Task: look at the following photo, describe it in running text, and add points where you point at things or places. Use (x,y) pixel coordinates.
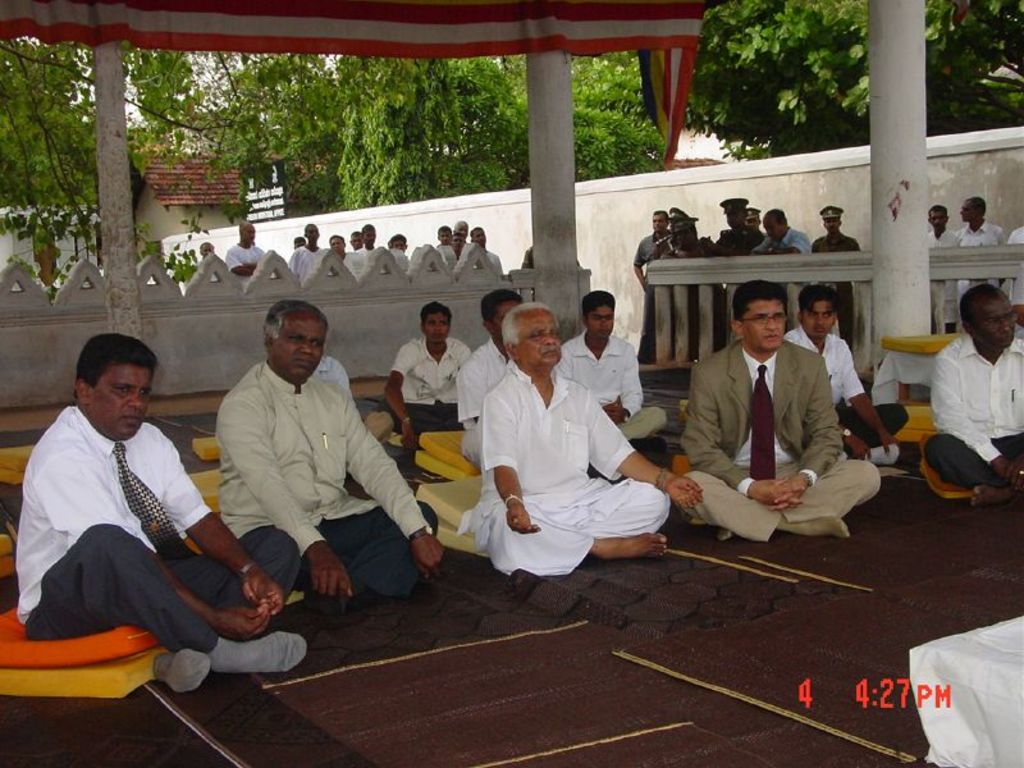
In this image I can see number of people (1019,385) where in the front (747,293) I can see few are sitting and in the background (256,266) I can see number of people (735,202) are standing. In the front (422,482) I can see people (525,461) are sitting on cushions (65,645). I can also see floor mattress (823,608), a white colour cloth (930,653) and on the right bottom side (869,685) I can see a watermark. In the background (231,117) I can see three pillars (895,77), railing (704,275), the wall (152,328), number of trees (475,135), a cloth (83,18) and a building (148,174).
